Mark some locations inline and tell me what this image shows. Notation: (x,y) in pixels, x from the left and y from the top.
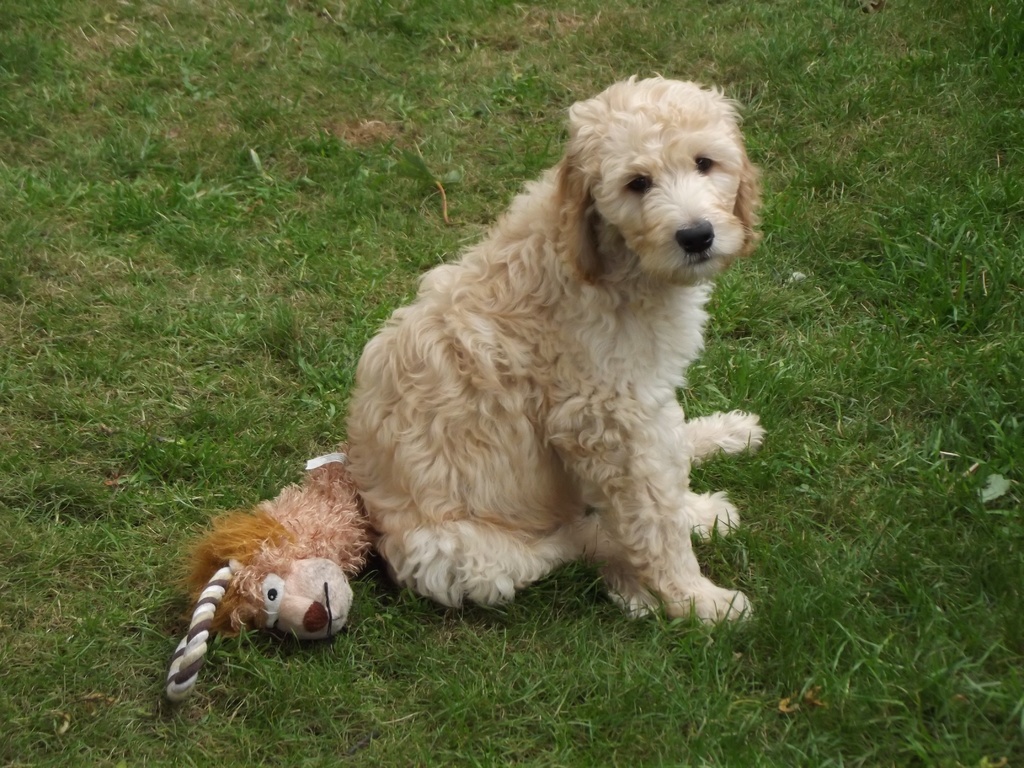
In this image I can see a dog (387,523) and a soft toy (230,545) on the grass (945,712).
